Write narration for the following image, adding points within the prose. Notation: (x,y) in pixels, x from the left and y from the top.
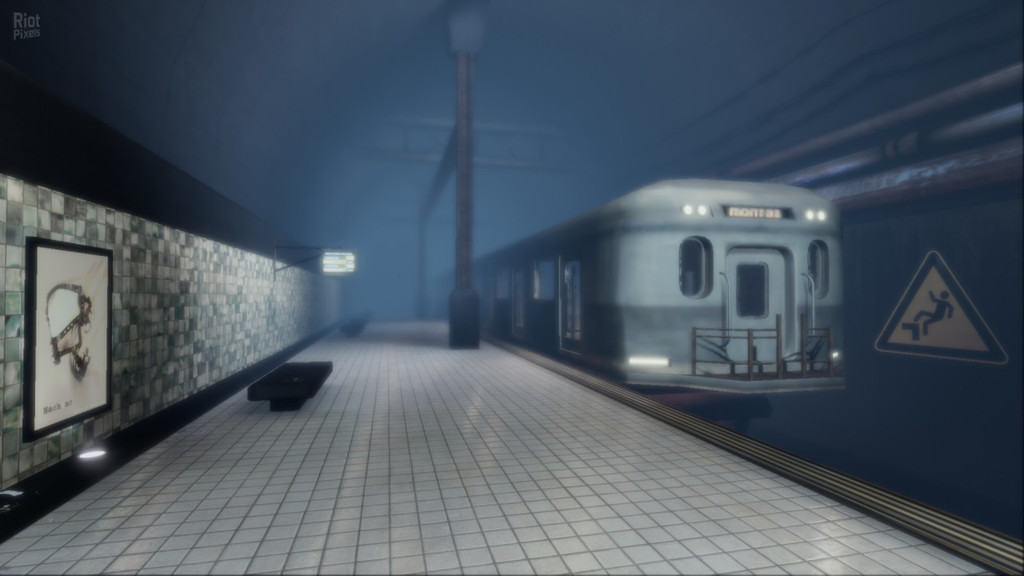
In this image we can see a train (527,330) and in front (923,265) there is a sign board (938,273) and to the side, we can see the platform (425,471) and there is a bench (298,394) and a pole (458,335) on the platform (520,449). We can see a wall (285,300) with a poster (93,327) and there is a picture (78,352) on it and we can see a light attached to the wall (293,316).
